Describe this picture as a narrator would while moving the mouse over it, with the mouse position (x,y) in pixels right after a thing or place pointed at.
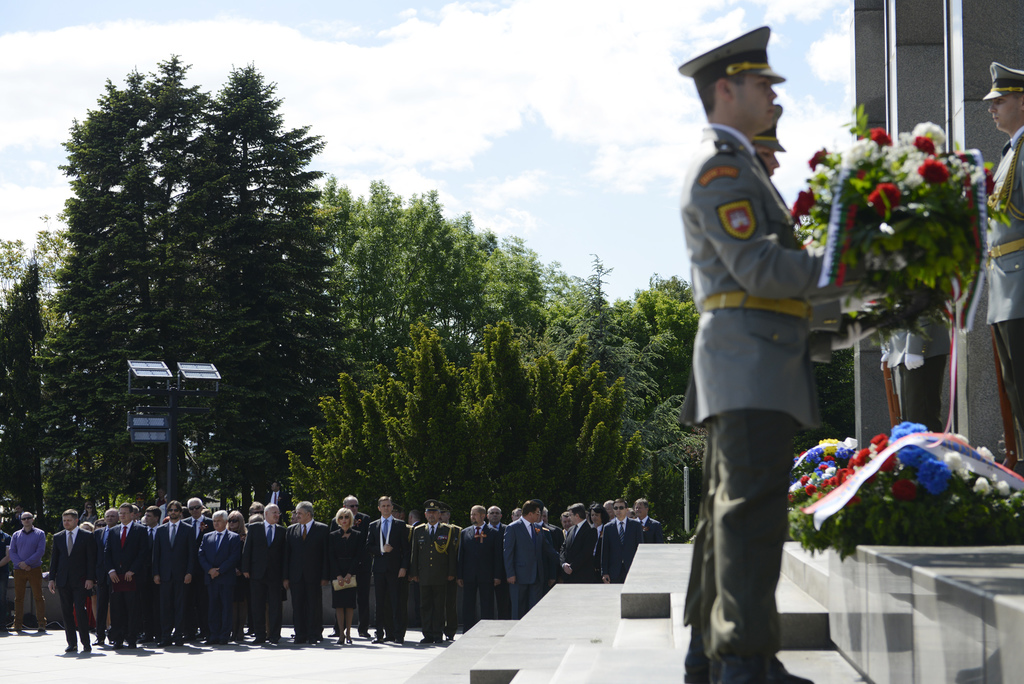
On the left side of the image (5,595) we can see a group of people (214,562) standing in line and back of them lights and trees (217,205) are there. In the middle of the image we can see two persons (763,310) are standing and holding the bouquet (908,247). On the right side of the image (1013,233) we can see a person (1004,305) is standing and some flowers (887,529) are there on the floor (953,572).
